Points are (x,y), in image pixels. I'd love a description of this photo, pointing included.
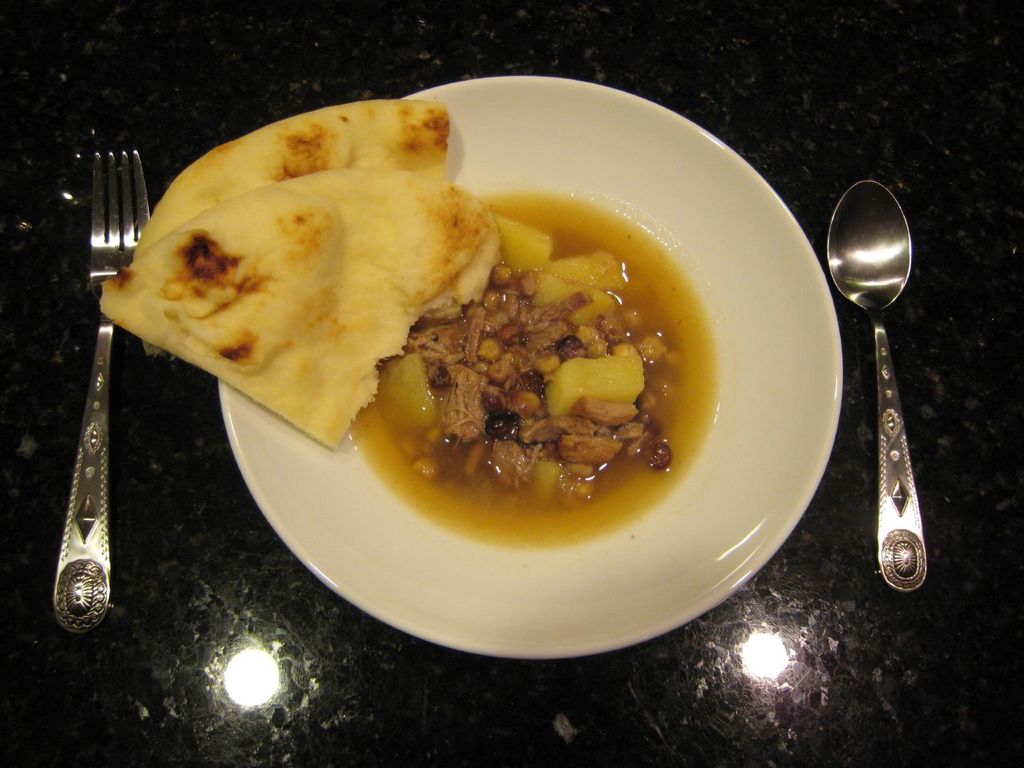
In this image I can see food (504,433) which is in brown and cream color in the plate (457,595) and the plate (557,590) is in white color. I can also see a spoon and fork (86,470) on some surface (226,661).
